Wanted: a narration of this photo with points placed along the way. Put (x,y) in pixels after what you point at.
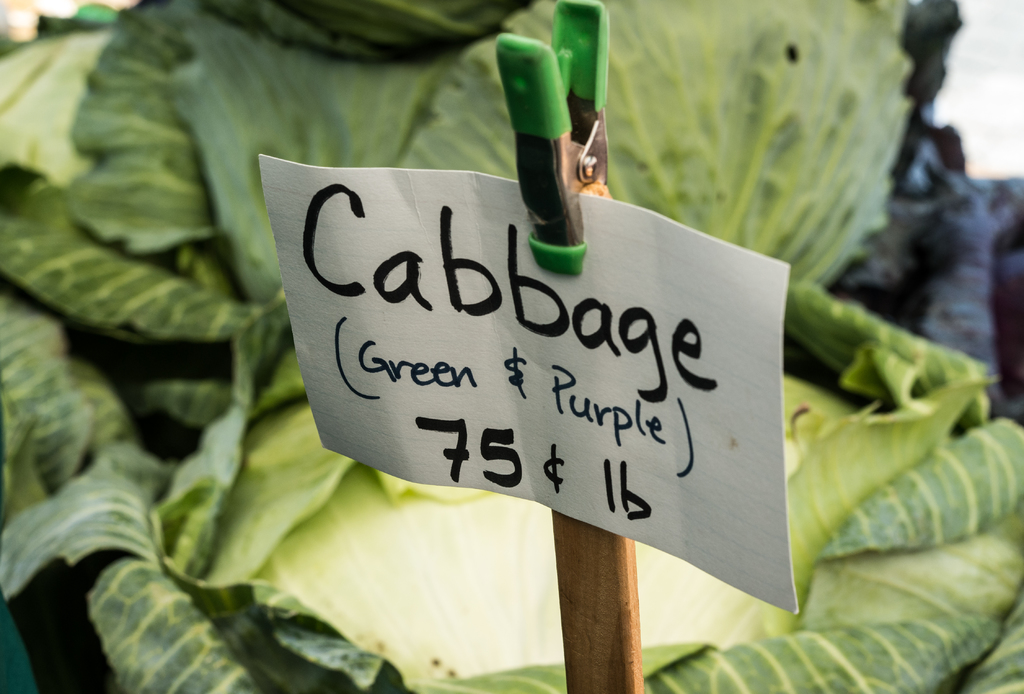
In this image I can see the board (488,401) to the pole (590,587). On the board (622,370) I can see the name cabbage (557,325) is written. In the back (274,315) I can see the vegetables (244,237) which are in green color.
